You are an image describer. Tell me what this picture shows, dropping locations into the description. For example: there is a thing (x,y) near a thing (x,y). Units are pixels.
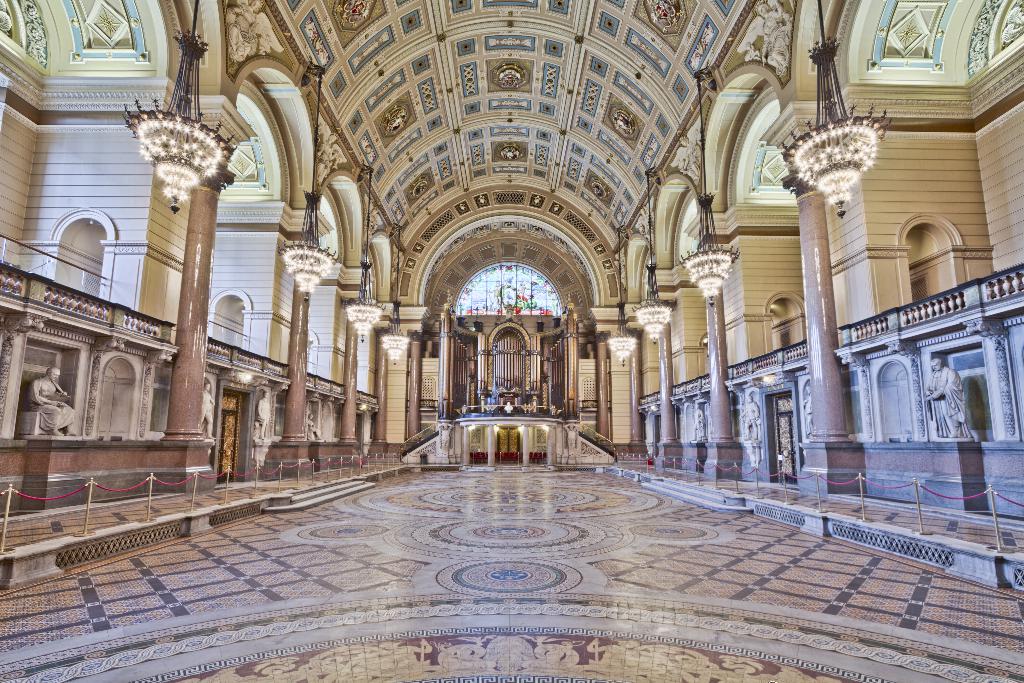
This picture describes about inside view of a building (125,344), in this we can find few statues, chandelier lights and a stained glass (477,294).
